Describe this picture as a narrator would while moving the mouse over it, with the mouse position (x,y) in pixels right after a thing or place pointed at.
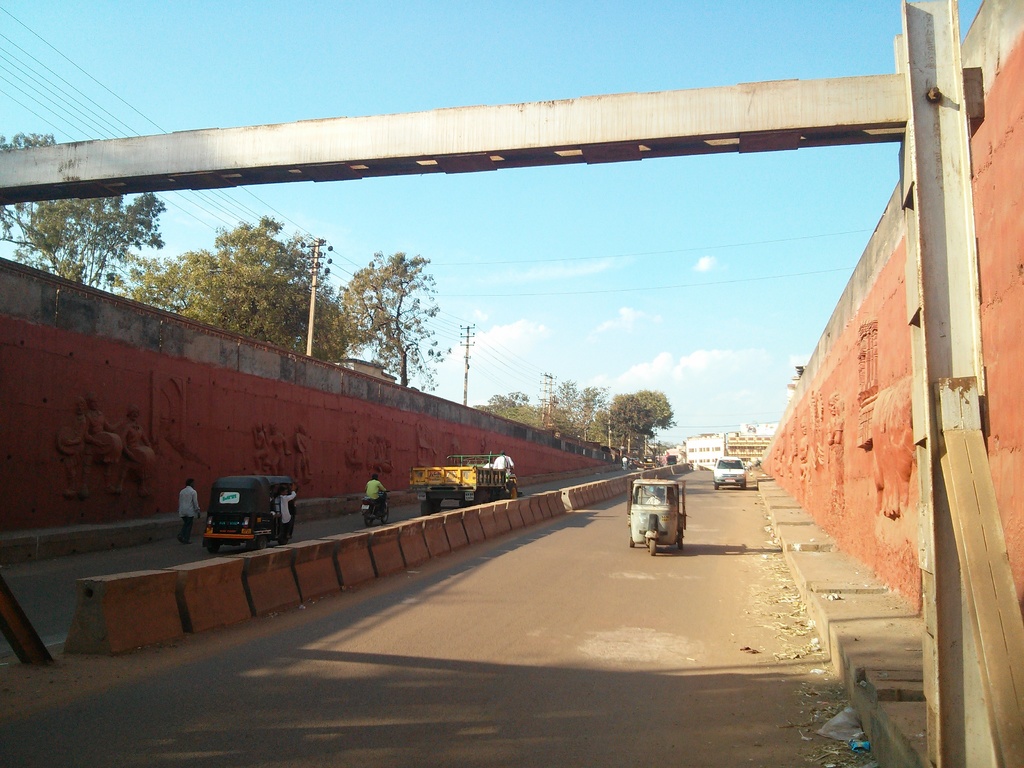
This is the picture of a road (120,754). In this image there are vehicles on the road (415,747). At the back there are buildings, trees (68,258) and poles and there are wires (35,80) on the poles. At the top (406,71) there is sky (550,78) and there are clouds (513,344). At the bottom (627,658) there is a road (545,637).
